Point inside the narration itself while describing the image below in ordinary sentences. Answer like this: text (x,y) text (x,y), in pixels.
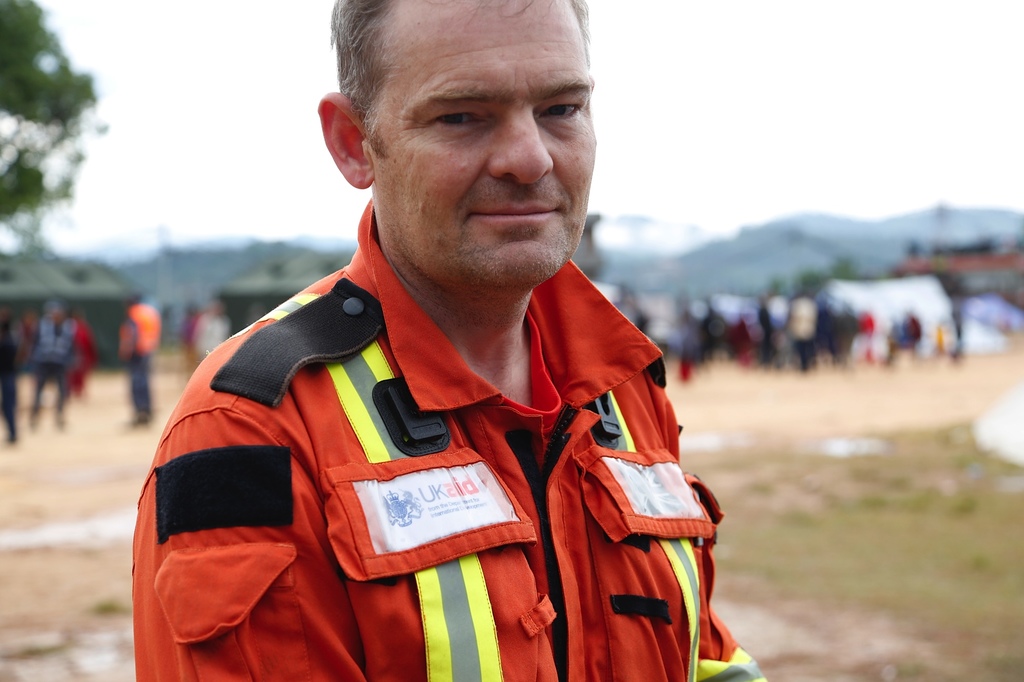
In this picture we can see a man (411,308) is standing. Behind the man (466,257) there are some blurred people (865,331), a tree (21,123), hills (687,278) and the sky (691,81).
